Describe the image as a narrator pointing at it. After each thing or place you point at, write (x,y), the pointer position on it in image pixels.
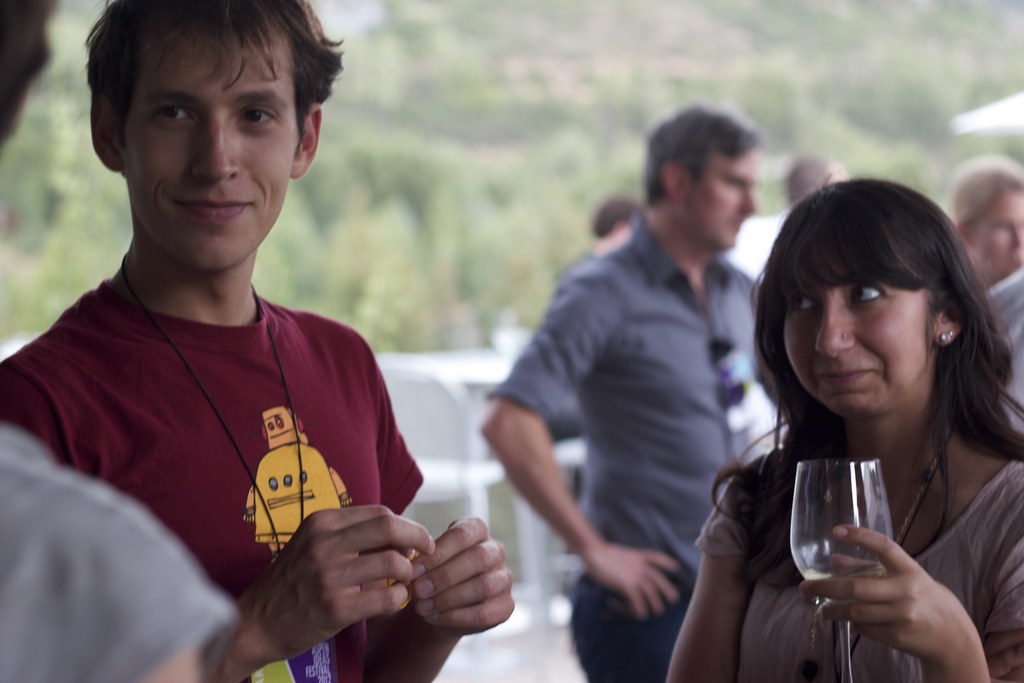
In this image we can see a few people (606,386), among them, some are holding the objects (415,556) and in the background (604,186), we can see some trees (556,159).
